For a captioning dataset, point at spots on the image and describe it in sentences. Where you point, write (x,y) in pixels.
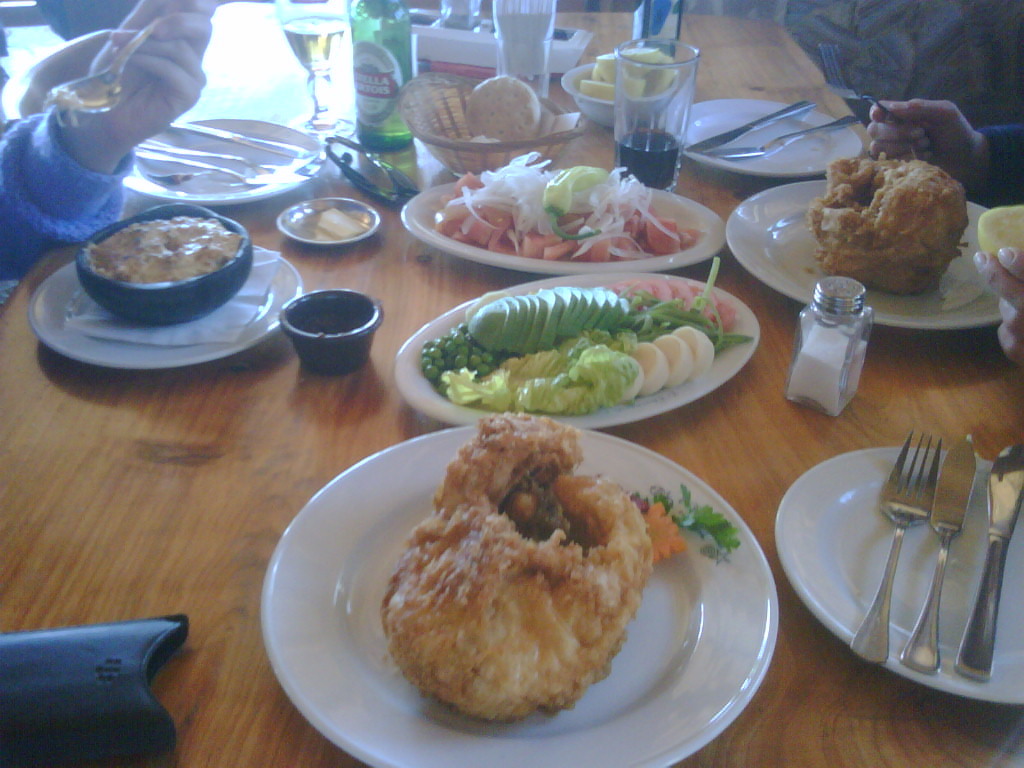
In this image there are food items (578,231) in a plate (663,475). There are glasses (627,119), a beer bottle (408,41), forks (885,603) and a few other objects (999,475) on the table (305,194). Beside the table (321,414) there are people (868,28).
